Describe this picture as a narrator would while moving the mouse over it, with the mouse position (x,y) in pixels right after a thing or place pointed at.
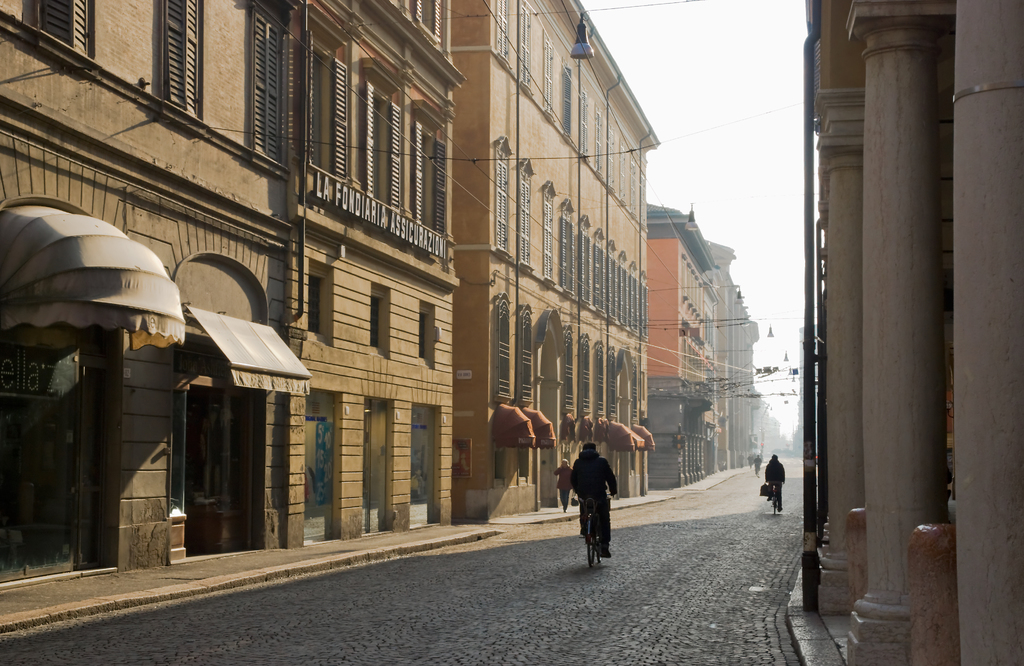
In this image I can see two persons (779,483) are riding bicycles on the road (656,528) and a group of people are walking. In the background (733,449) I can see buildings (506,330), light poles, windows (570,347), doors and the sky (707,195). This image is taken may be during a day.
